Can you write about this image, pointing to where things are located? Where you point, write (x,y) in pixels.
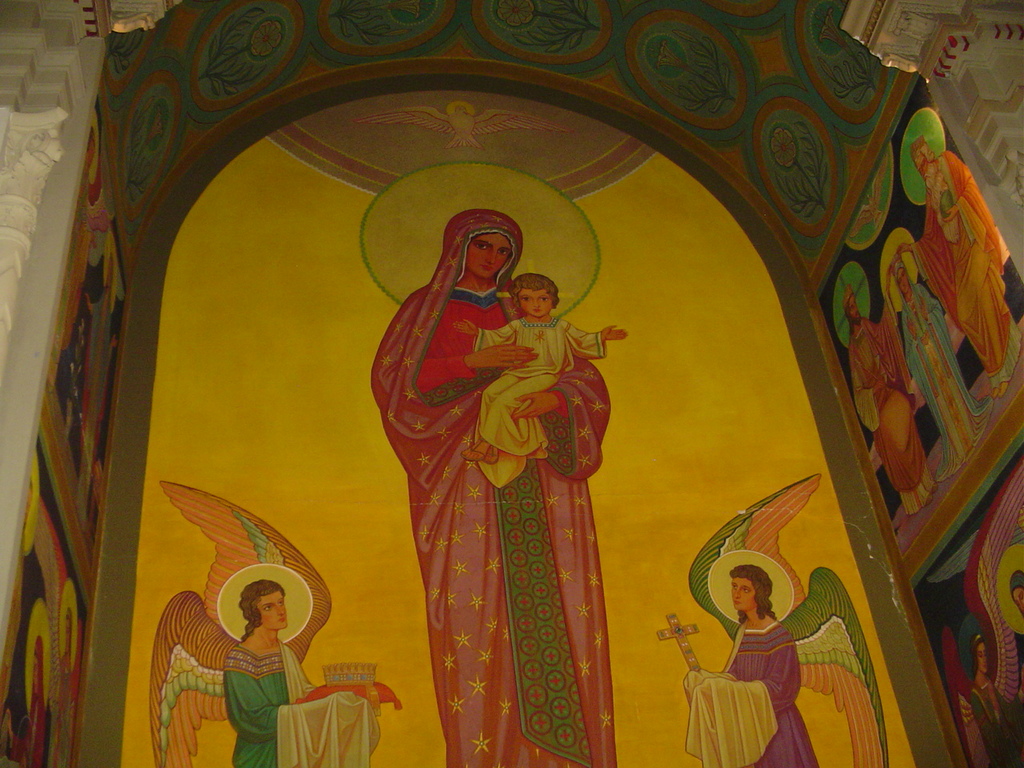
Here we can see a painting (338,535) of some people (569,398) and a bird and there are pillars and an arch (819,217).
